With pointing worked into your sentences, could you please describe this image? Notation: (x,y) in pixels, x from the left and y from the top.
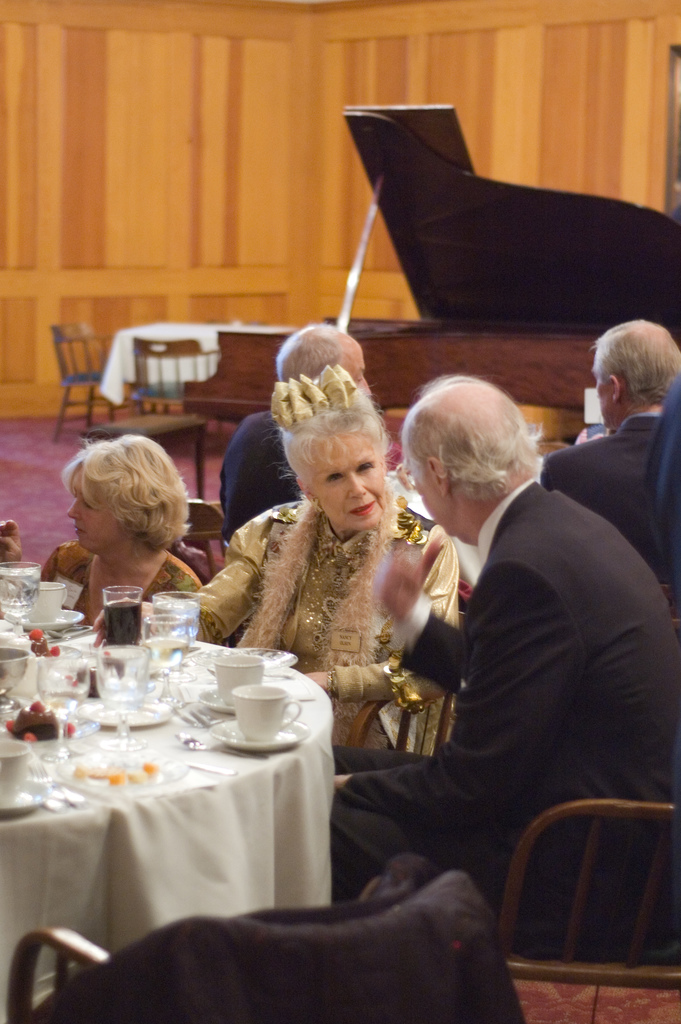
This is a picture taken in a room (274,498), there are a group of people (301,561) sitting on a chair (570,924) in front of this people (392,549) there is a table (246,814) covered with cloth (207,846) on top of the table (186,862) there is a cup (263,714), saucer (223,736), glasses (110,689) and food (48,726). Background of this people (230,591) is a music instrument (365,326) and a wooden wall (220,170).
